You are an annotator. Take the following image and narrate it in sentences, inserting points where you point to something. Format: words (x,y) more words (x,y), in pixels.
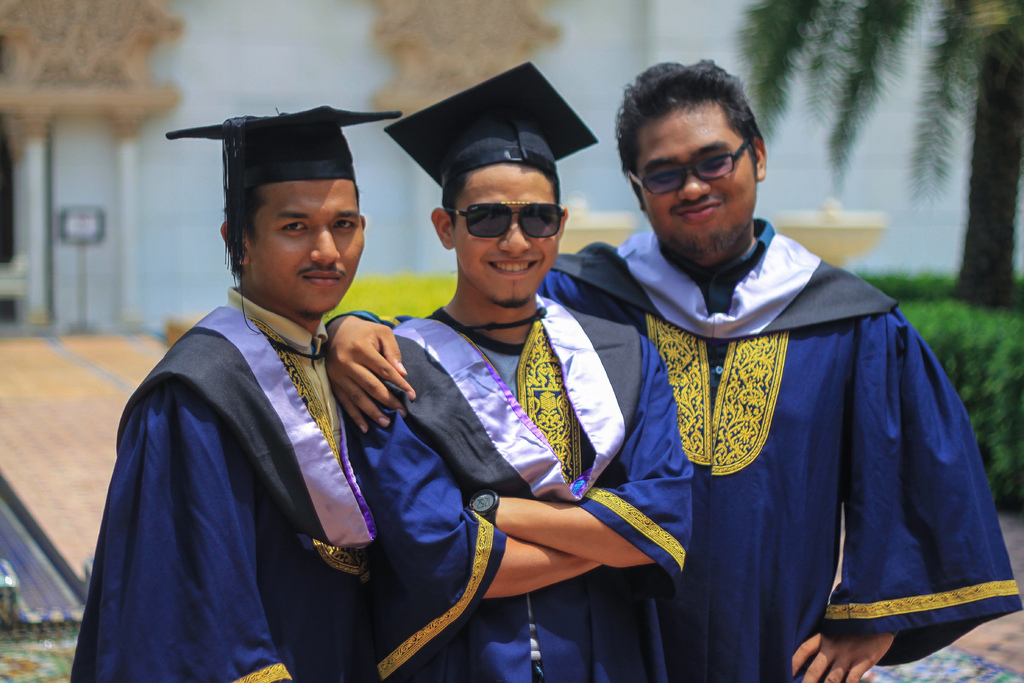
Background (980,172) portion of the picture is blur and we can see a tree (867,58), pillars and a board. In this picture we can see three men (761,333) standing and among them two wore spectacles (660,187) and two wore hats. All are smiling.
